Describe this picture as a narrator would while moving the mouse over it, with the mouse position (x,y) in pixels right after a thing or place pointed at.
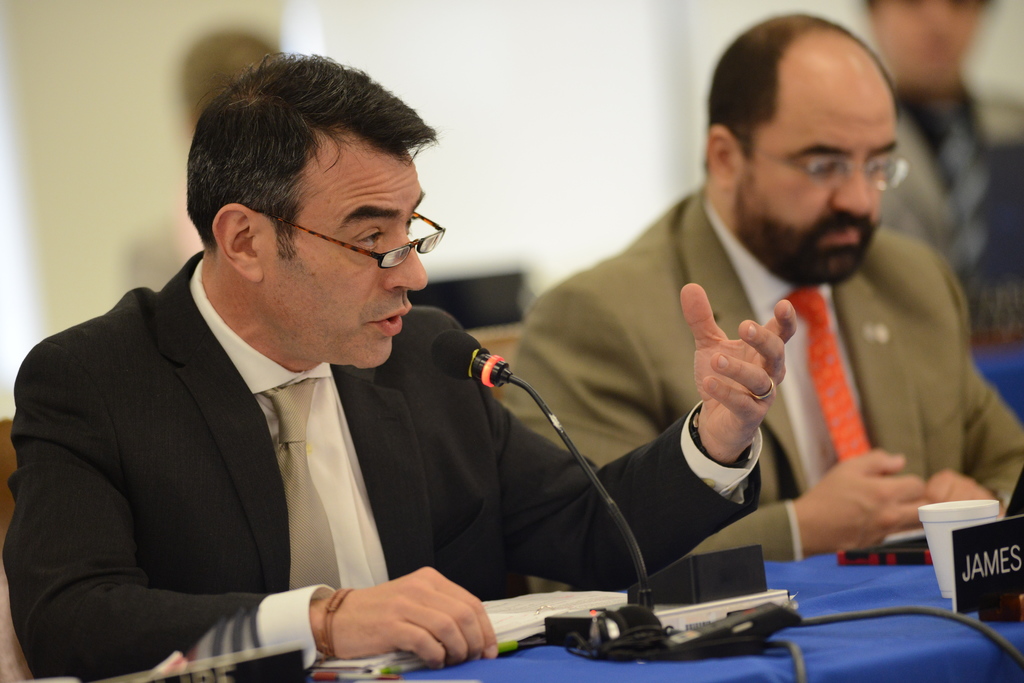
Background (19,164) portion of the picture is blurry. On the right side of the picture (971,217) a person (952,107) is visible. In this picture we can see men (440,530) wearing spectacles (866,173). On a table (914,598) we can see name board (972,558), microphone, glass (955,521), pen (514,646) and objects (532,624). On the left side of the picture (99,322) we can see a man (512,432) is talking.
